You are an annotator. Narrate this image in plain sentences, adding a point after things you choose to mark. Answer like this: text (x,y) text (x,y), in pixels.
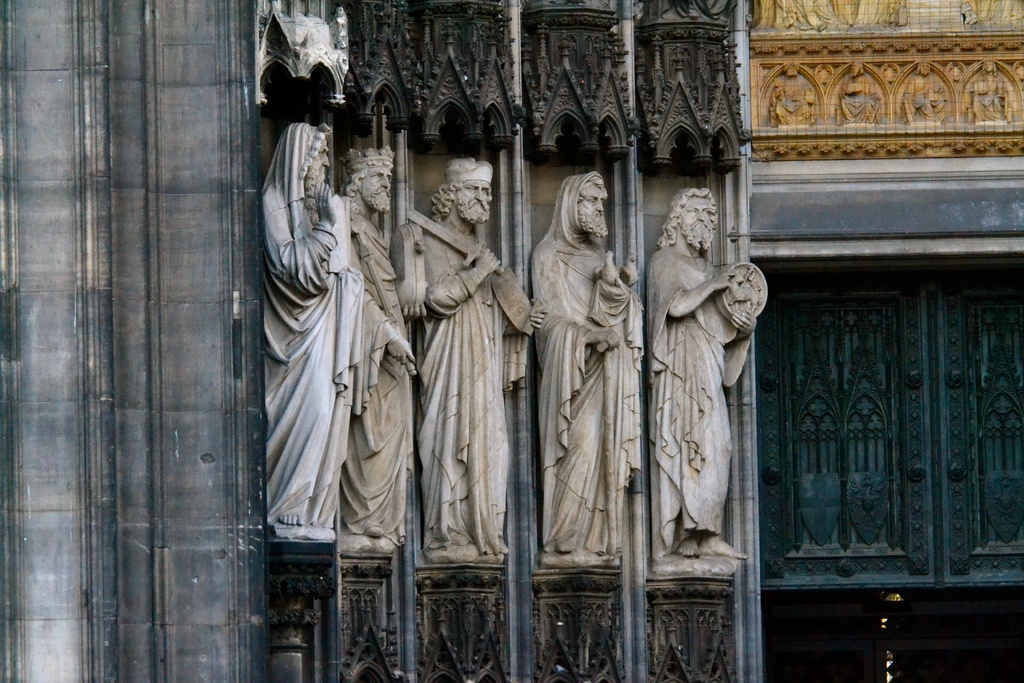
As we can see in the image there are statues (389,367), windows (903,361) and buildings (761,79).
